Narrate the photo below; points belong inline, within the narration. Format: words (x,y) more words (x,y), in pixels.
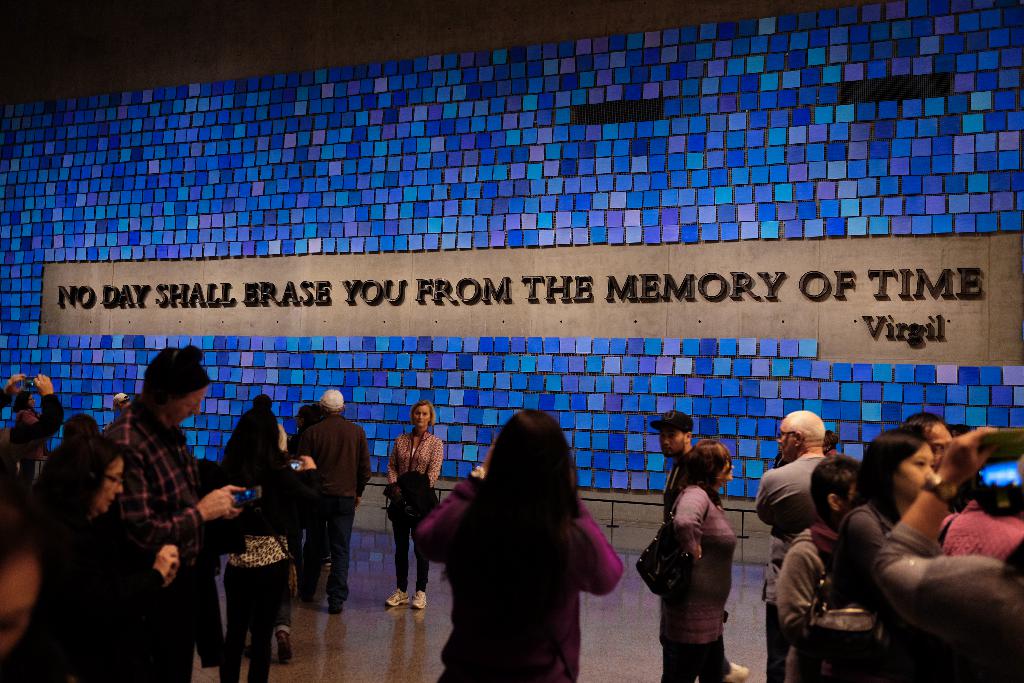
In this image we can see people (853,514) standing on the floor (351,546) and there is a name board (362,293) on the wall (99,349).
